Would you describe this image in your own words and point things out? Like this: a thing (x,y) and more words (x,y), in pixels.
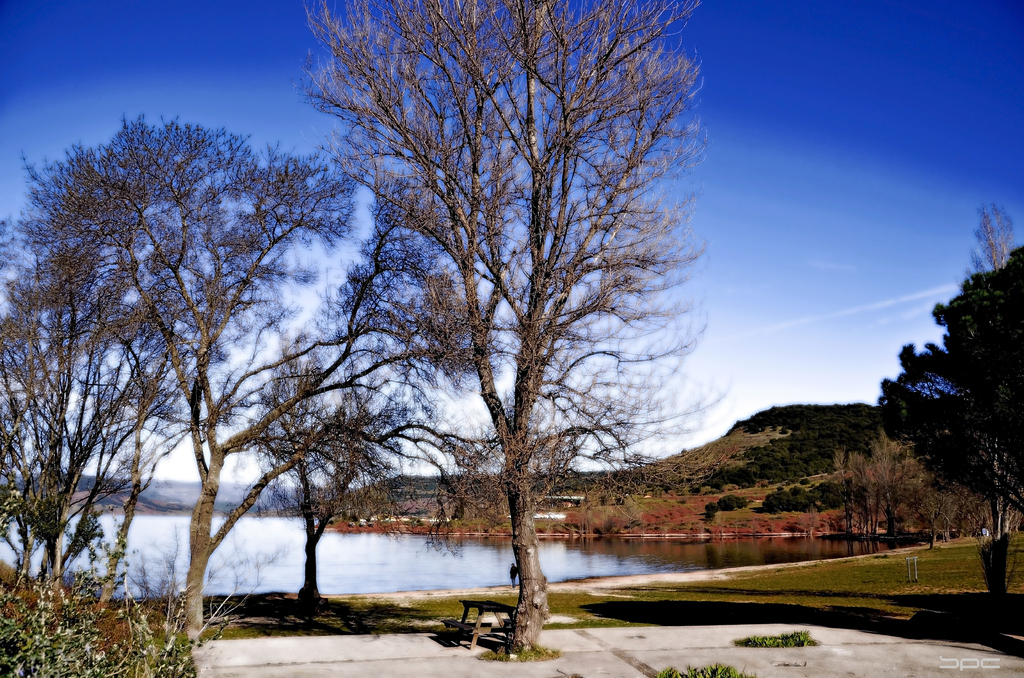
This image is taken outdoors. At the bottom of the image (343,643) there is a floor (845,632) and a ground (895,598) with grass (857,586) on it. At the top of the image (912,207) there is a sky (642,398) with clouds (470,397). On the left side of the image (62,168) there are a few trees (535,82) and a stool (485,621) on the ground (300,621). On the right side of the image (853,453) there is a hill (753,455) with many trees (873,459) and plants (782,492). In the middle of the image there is a pond (288,559) with water (288,559).
